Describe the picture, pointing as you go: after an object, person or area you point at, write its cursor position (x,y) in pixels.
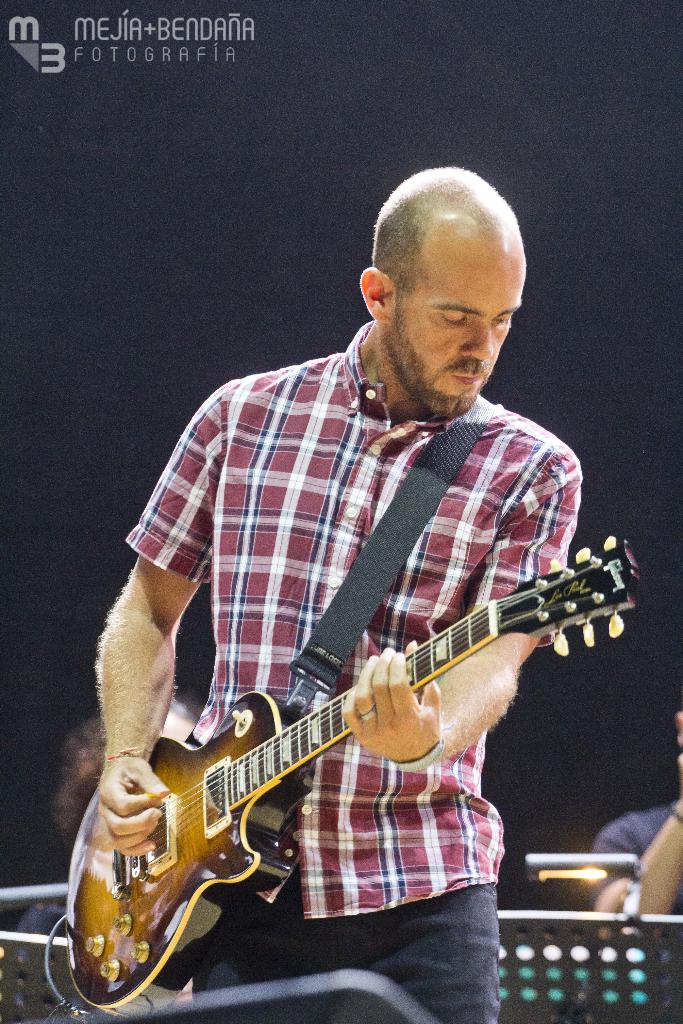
In this Image I see a man (163,619) who is standing and he is holding a guitar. In the background (663,854) I see 2 persons (682,773).
